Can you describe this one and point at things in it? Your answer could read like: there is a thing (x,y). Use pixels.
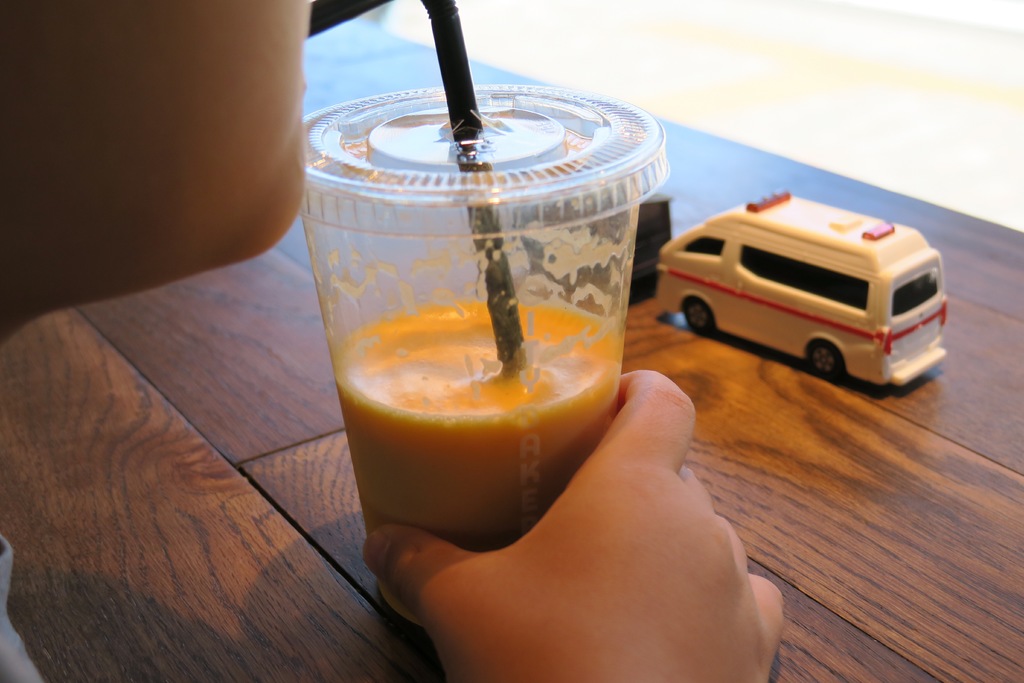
In this image I can see a glass (488,137), in the glass (447,300) I can see some liquid (440,393). I can also see a human hand (548,581), in front I can see a toy car (792,253) on the table (829,510) and the table (940,523) is in brown color.
